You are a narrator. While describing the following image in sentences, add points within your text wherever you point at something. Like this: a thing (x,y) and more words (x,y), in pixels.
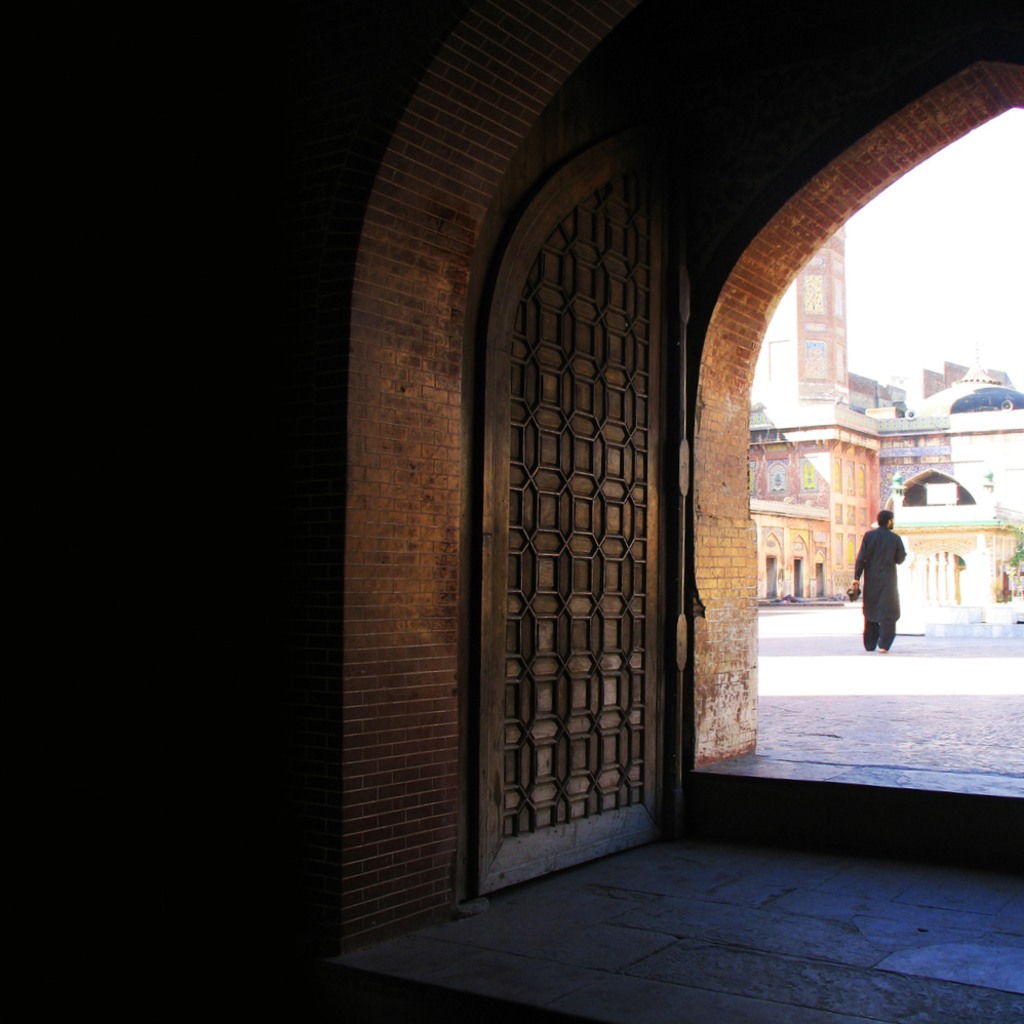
In the foreground of the picture (545,463) there is a gate (522,599) and brick wall (448,659). In the background (896,443) there are buildings (864,458), road (846,614) and a person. Sky (914,373) is sunny.
